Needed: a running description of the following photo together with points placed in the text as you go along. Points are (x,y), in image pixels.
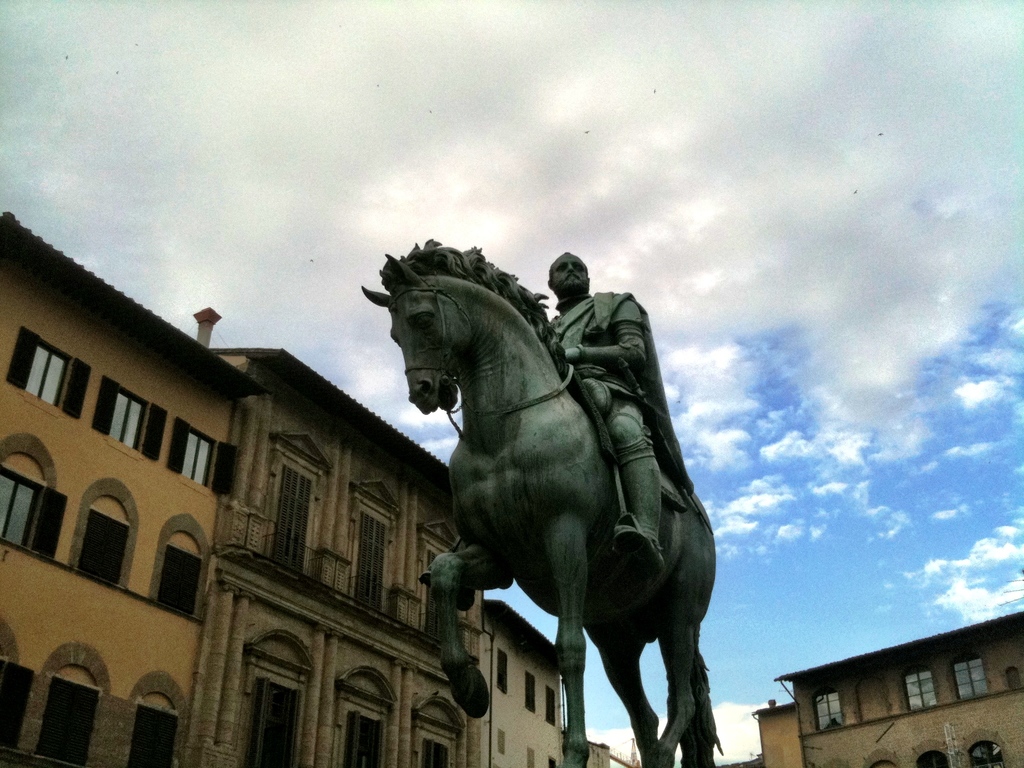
In this image I can see the statue (457,566) of the person (641,333) sitting on the animal (531,560). In the background (259,665) I can see the buildings (439,712), clouds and the blue sky (715,618).
